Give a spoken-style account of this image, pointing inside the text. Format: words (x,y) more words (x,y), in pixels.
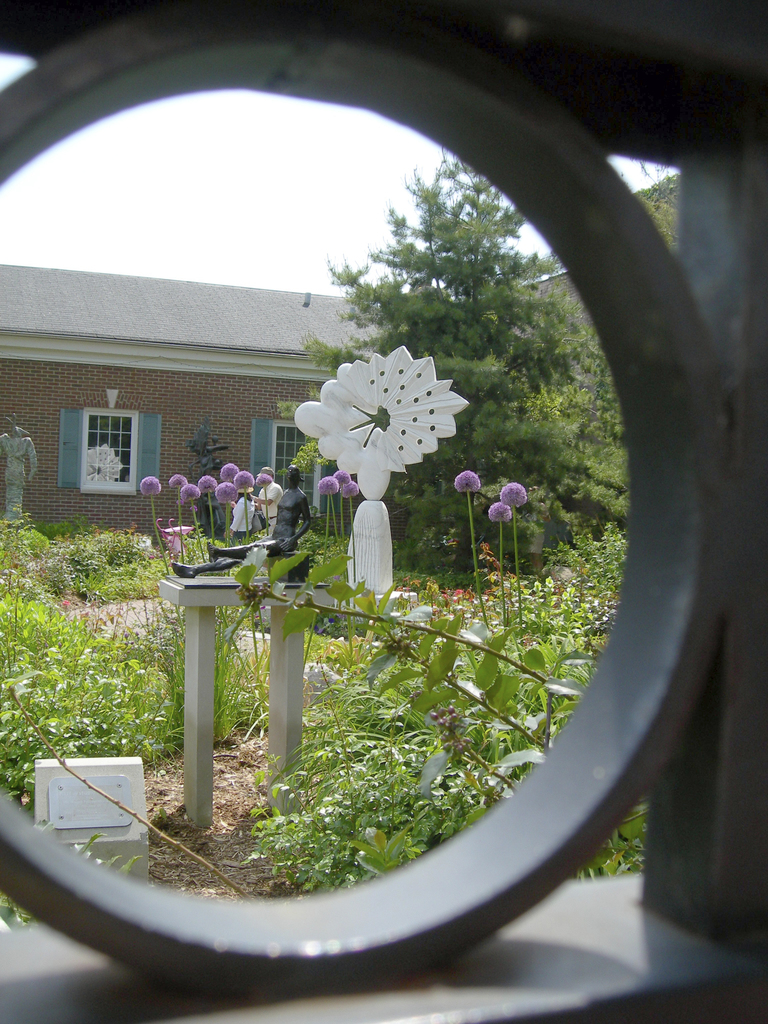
In this image we can see house (106,379), windows (110,442), flowers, plants (117,687), trees (471,364) and sky (203,124).
